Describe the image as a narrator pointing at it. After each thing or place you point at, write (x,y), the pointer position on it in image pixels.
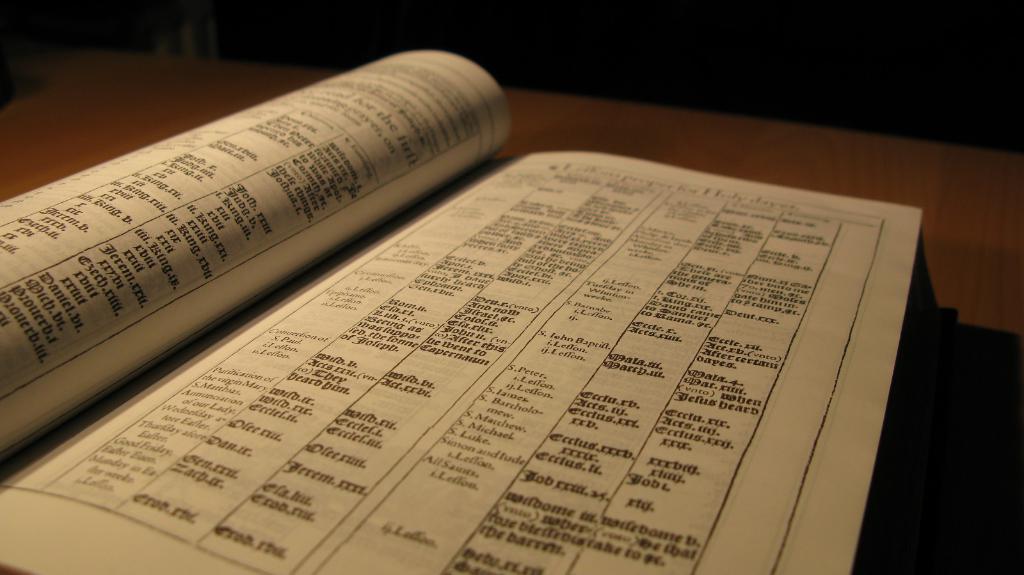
In the center of the image (611,335), we can see a book (563,274) on the table (854,146).
